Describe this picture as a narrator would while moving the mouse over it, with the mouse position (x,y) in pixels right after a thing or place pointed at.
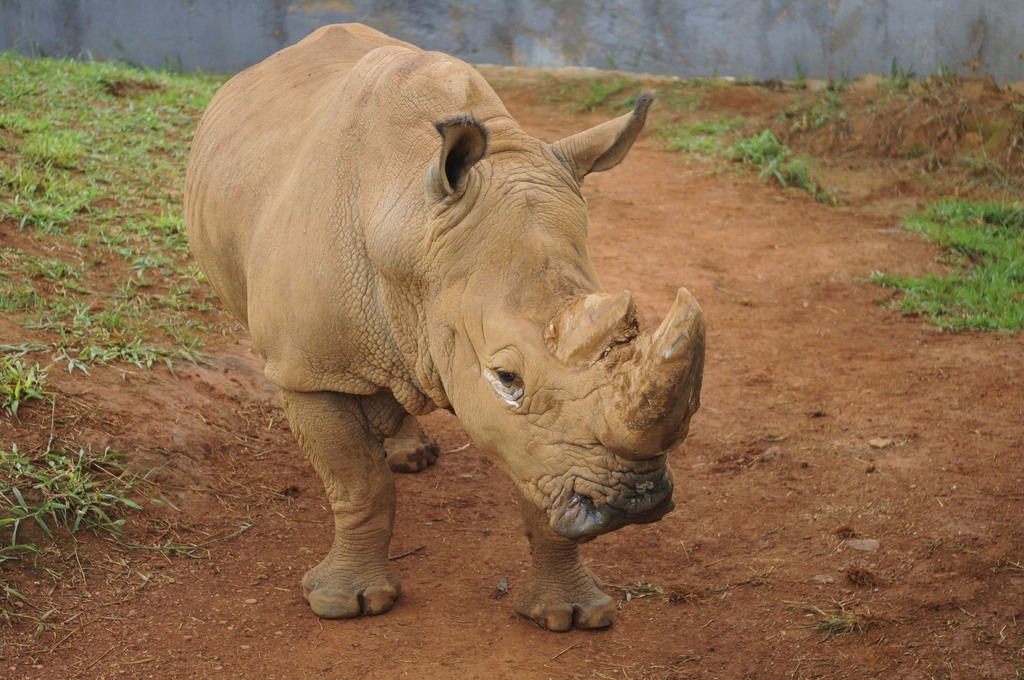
In this image, we can see a rhinoceros (534,404) on the ground (683,518). On the left side (48,111) and right side of the image (928,214), we can see grass (83,339). At the top of the image (137,27), there is a wall (184,29).
